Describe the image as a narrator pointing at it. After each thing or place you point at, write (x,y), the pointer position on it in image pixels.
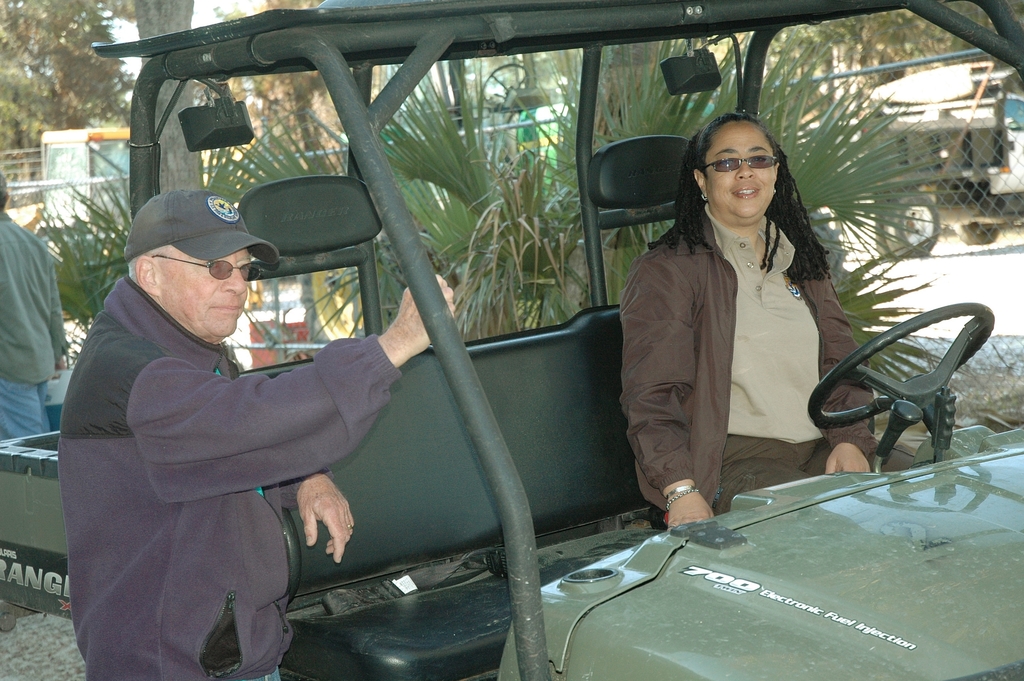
In this image, there are three persons (248,412) wearing colorful clothes (13,271). These two persons (221,348) are wearing sunglasses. This person (644,343) sitting on the jeep (417,435). This person (122,316) wearing cap (171,239) on his head (218,289). There is a plant (437,257) behind this person (712,275). This person (11,261) holding a can (60,385).
